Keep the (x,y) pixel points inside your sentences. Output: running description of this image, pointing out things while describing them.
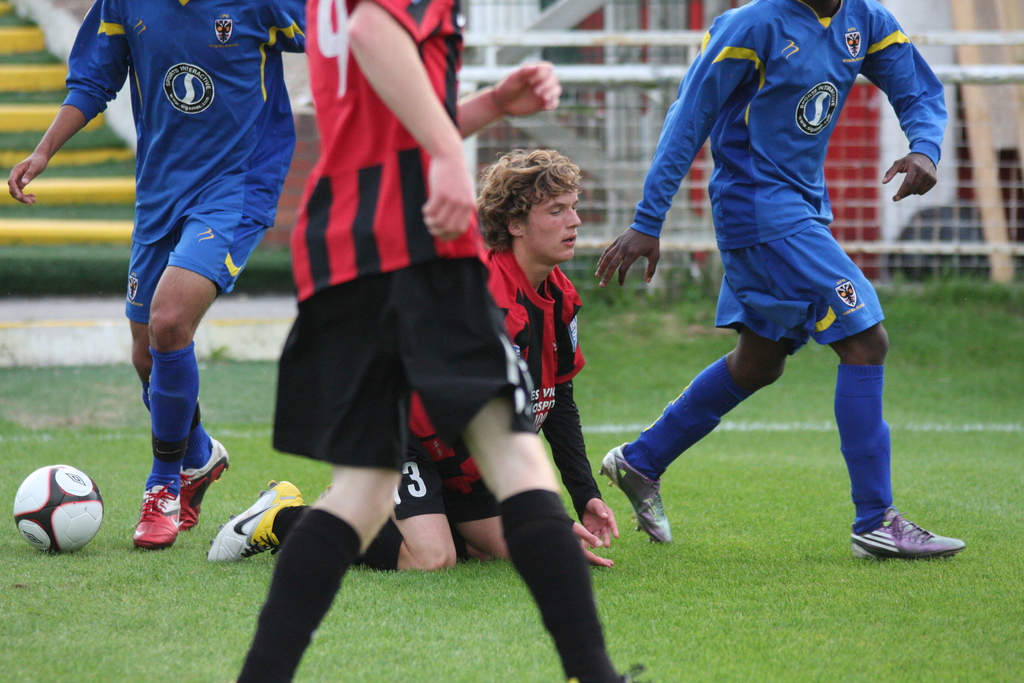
In this image we can see players (293,341) and ball (53,527) on the grass (630,570). In the background (104,160) we can see fencing (855,167) and stairs (11,286).
